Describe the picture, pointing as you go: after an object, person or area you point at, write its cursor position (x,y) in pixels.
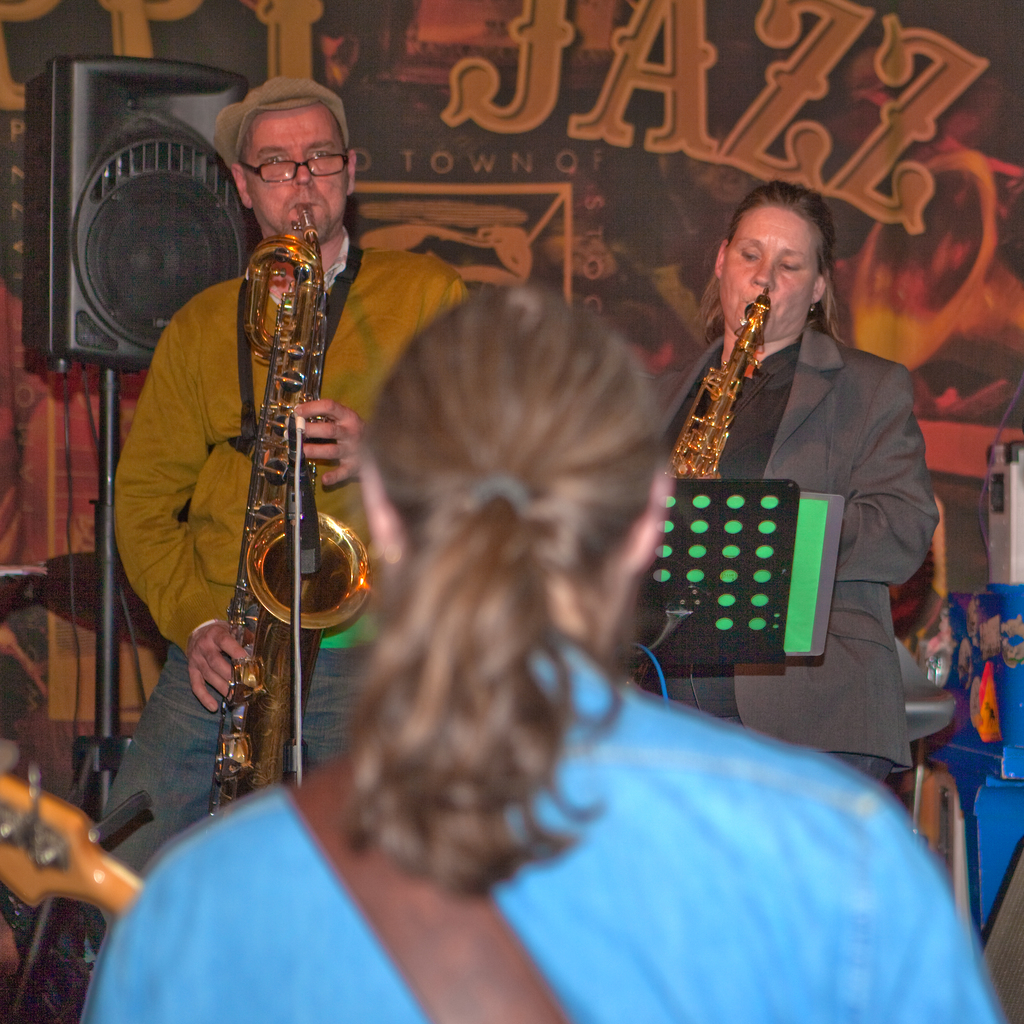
In this image in the foreground (478,798) there is one person (461,707), and in the background (834,458) there are two persons (674,391) who are standing and they are playing some musical instruments (308,295). On the left side (113,185) there is one speaker (114,188), and in front of them there is one board (757,589) and some papers (803,596). On the right side (981,714) and left side (96,771) there are some objects (113,745), in the background (418,170) there is a wall (653,159). On the wall (603,96) there is some text (603,96).
